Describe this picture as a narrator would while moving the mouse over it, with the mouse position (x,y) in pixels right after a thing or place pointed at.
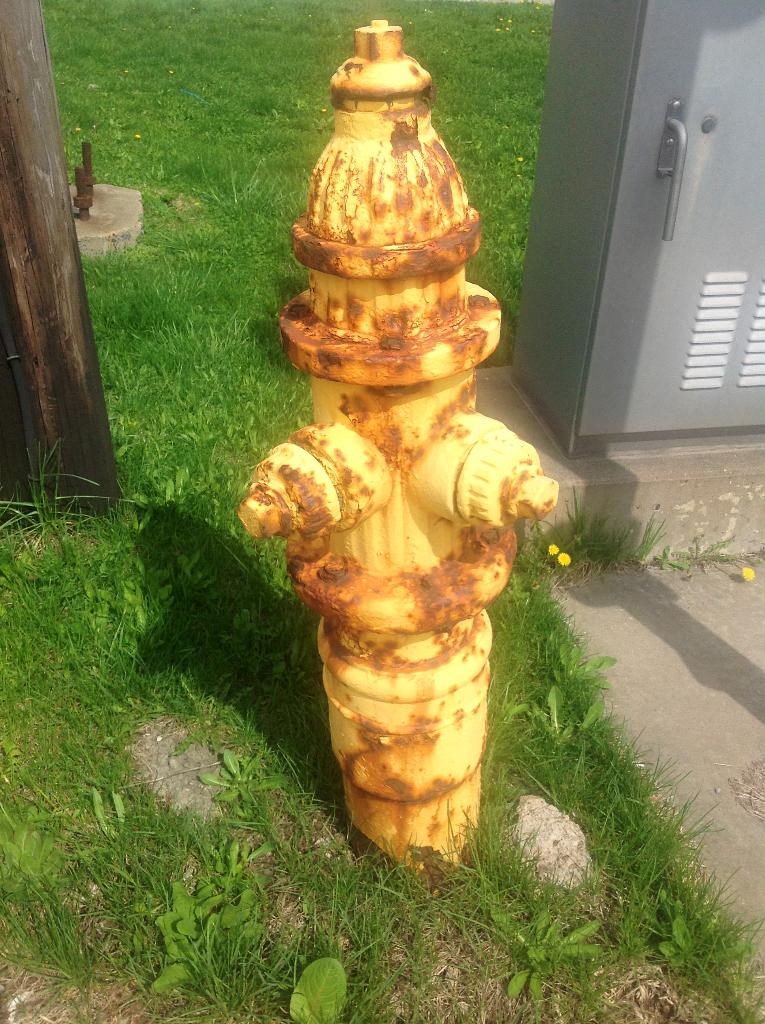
In the picture I can see the fire hydrant (395,346) in the middle of the picture (413,343). This is looking like an electric operating box (614,193) on the top right side (638,102). I can see a wooden pole (18,316) on the top left side (2,301). In the picture I can see the grass (121,490).
